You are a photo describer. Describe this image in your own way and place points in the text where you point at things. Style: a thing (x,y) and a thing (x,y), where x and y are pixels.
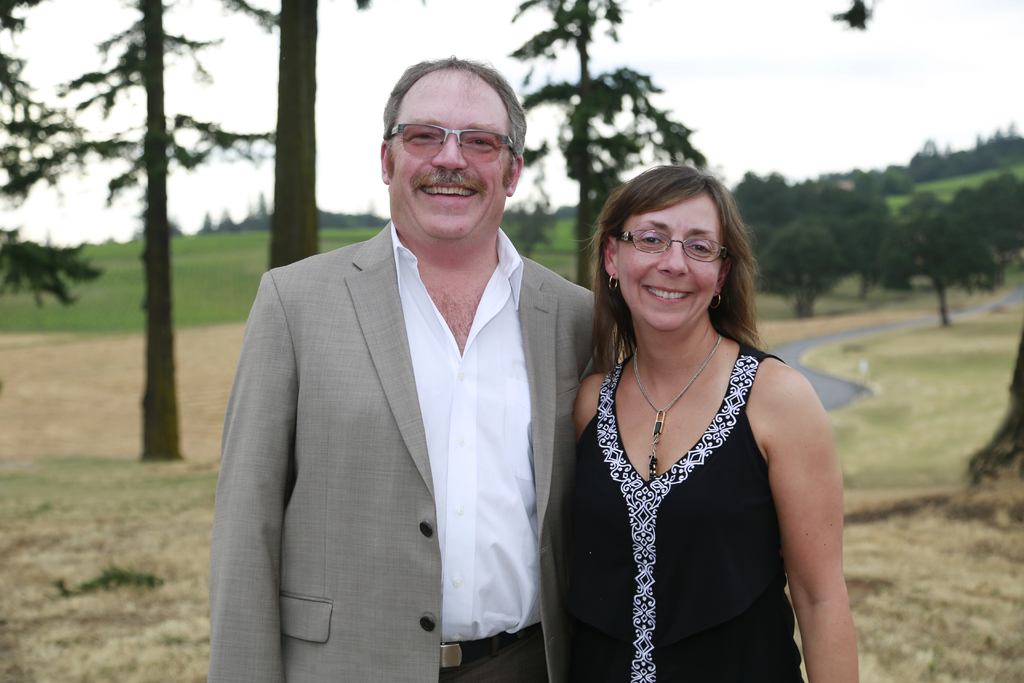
In this image there is a man (490,363) and a lady (605,472) giving a pose for a photograph, in the background (580,228) there are trees (923,261) and a grassland (186,391) and it is blurred.
